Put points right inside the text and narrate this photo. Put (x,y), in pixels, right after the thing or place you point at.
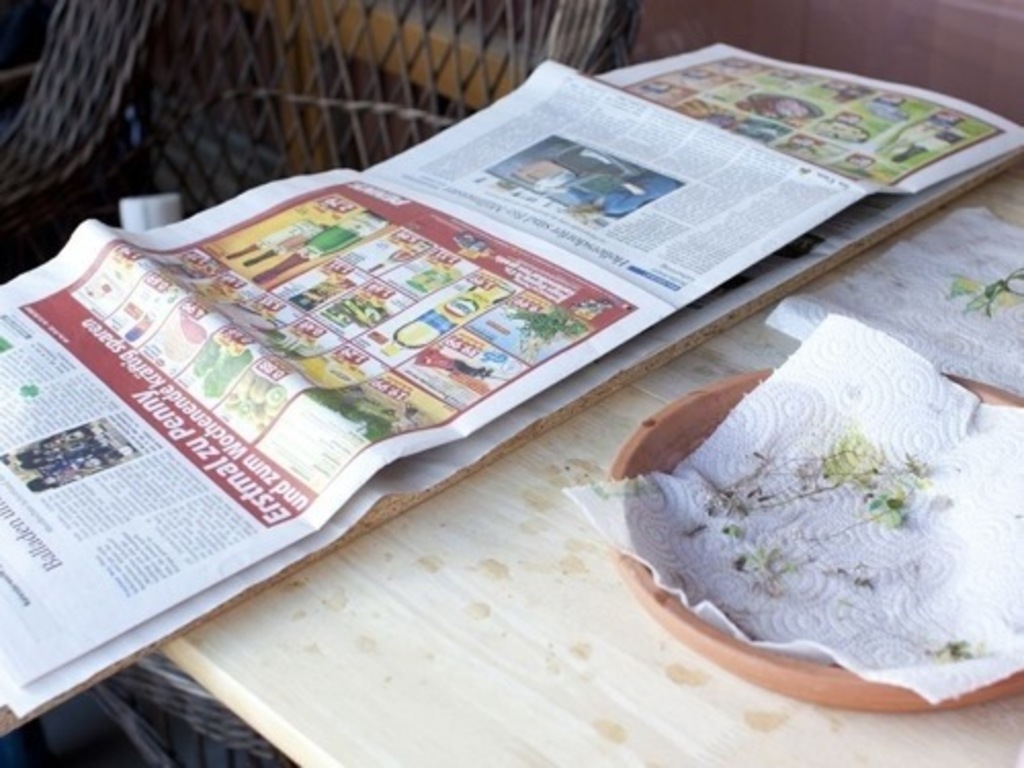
In this image, we can see a newspaper (438,271), a bowl (796,677) and some tissues (722,450) are placed on the table (358,691). In the background (205,119), there is a chair (412,64) and a wall (857,13).
